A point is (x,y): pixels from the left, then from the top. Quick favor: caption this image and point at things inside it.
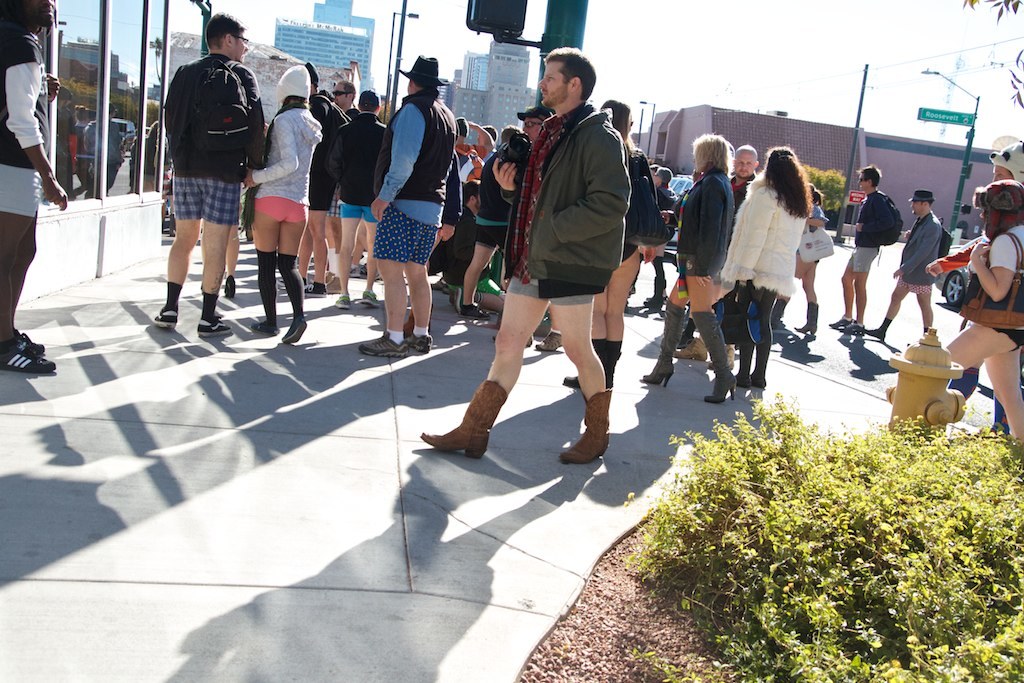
In this picture we can see some people (460,226) are standing and some people (513,242) are walking, on the left side (139,158) there are glasses (108,116), at the right bottom (970,513) we can see a water hydrant (948,414) and a plant (911,439), there are poles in the middle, in the background (369,25) we can see buildings (956,155), on the right side (930,112) there is a board (942,116), we can see the sky (672,102) at the top of the picture (800,82).
